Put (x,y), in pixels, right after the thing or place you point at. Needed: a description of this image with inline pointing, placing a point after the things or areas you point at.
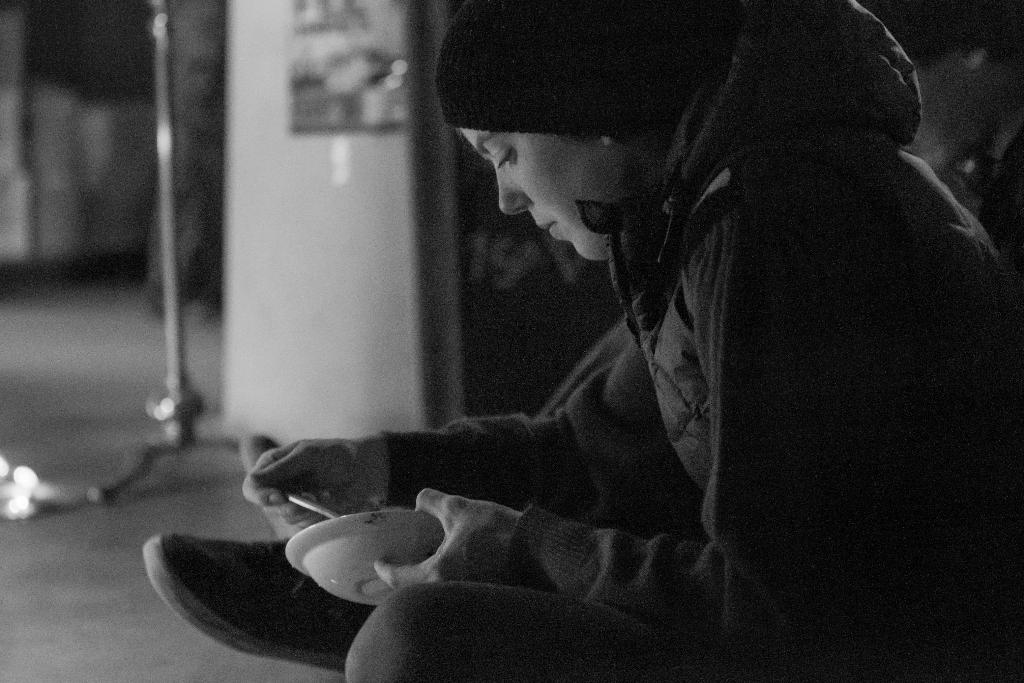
This is a black and white picture. In the foreground of the picture (619,473) there is a person (740,126) wearing a jacket (698,359) and holding bowl (370,554). The background (958,67) is blurred. Beside the woman (843,188) there is a person (966,100).
